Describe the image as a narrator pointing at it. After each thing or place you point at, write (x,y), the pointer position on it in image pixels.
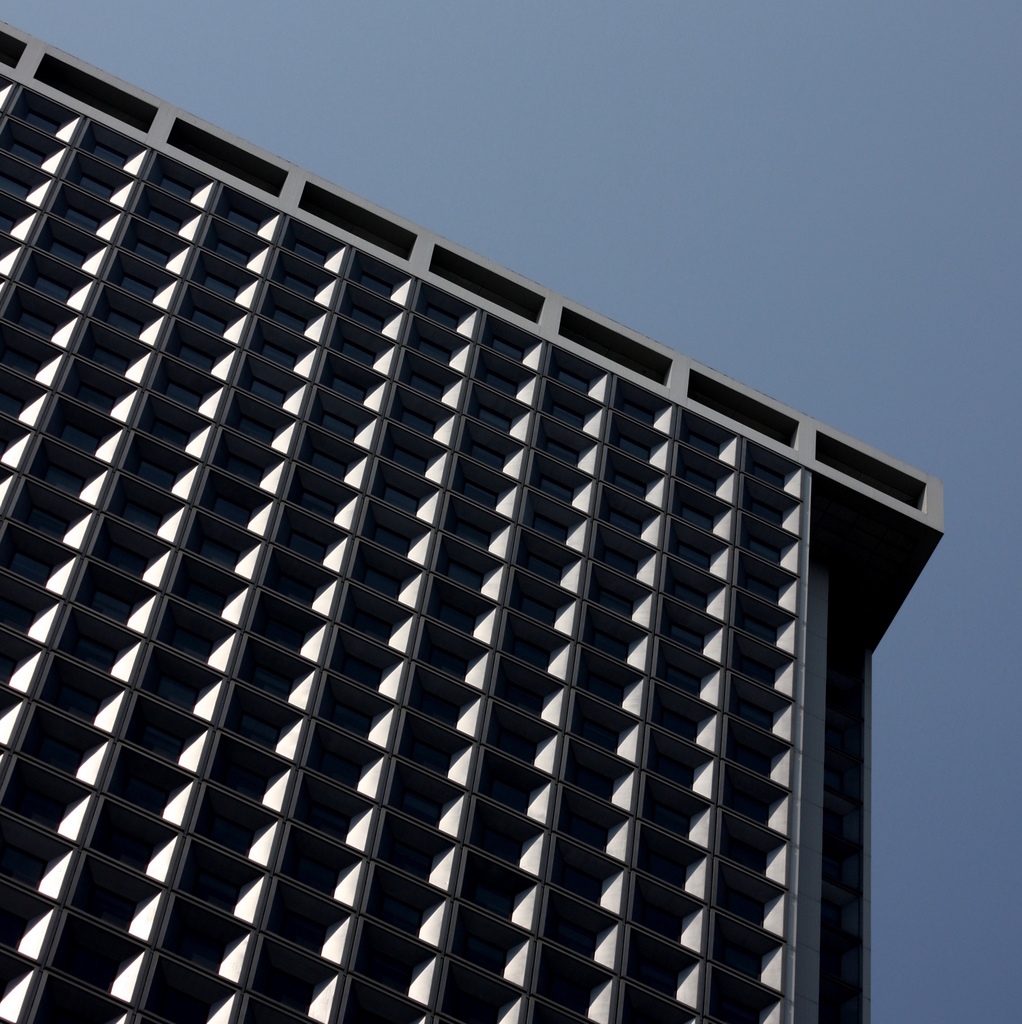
In this image we can see a building (565,562) and in the background (615,189), we can see the sky (969,888).
